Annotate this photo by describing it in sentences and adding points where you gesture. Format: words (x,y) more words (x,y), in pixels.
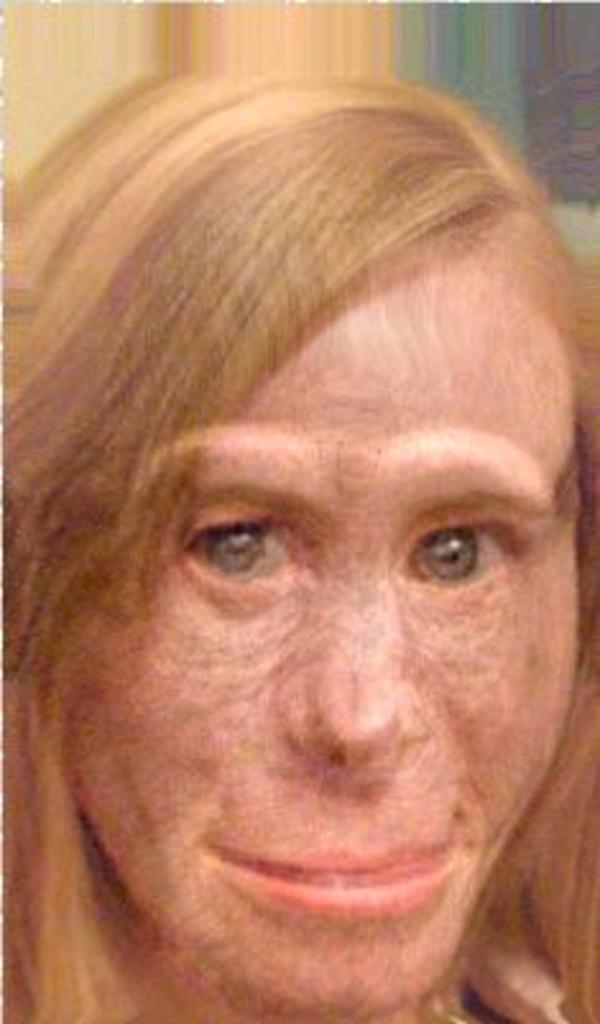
In this image we can see an edited picture of a woman (514,667).
